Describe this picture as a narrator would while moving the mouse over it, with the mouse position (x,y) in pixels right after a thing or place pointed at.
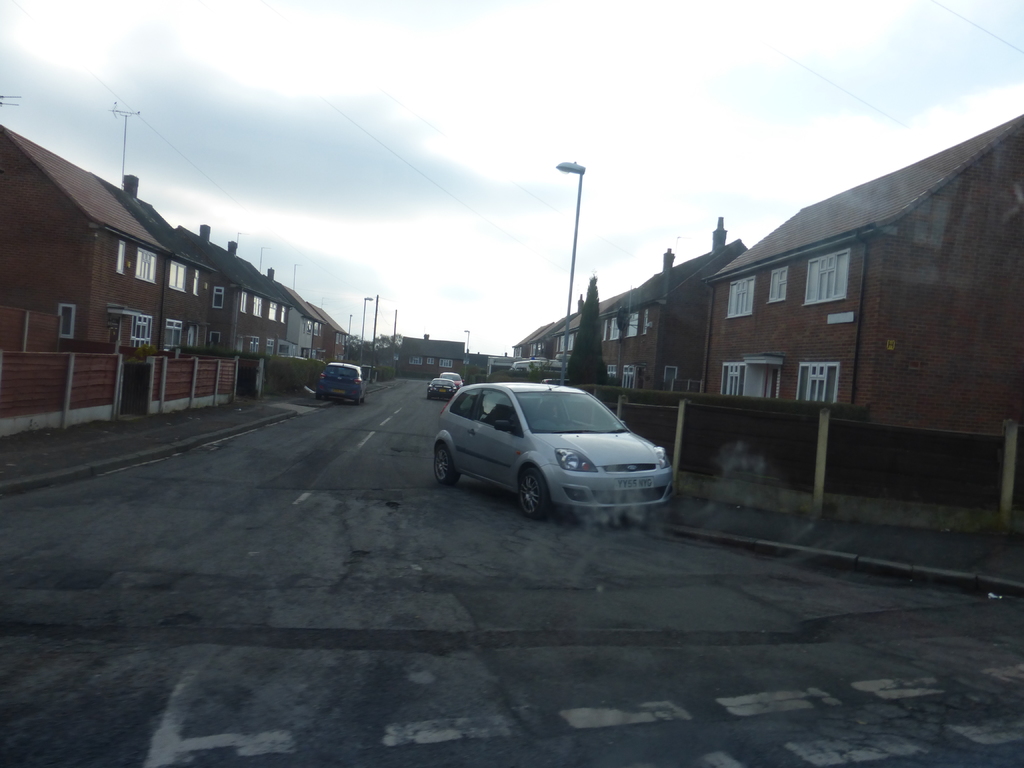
In this image we can see buildings (226,260), windows (803,387), gates (139,382), fence (154,372), creepers (286,388), trees (590,344), street poles (572,301), street lights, electric poles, electric lights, sky (783,144) with clouds (601,170) and motor vehicles (628,482) on the road (405,399).
